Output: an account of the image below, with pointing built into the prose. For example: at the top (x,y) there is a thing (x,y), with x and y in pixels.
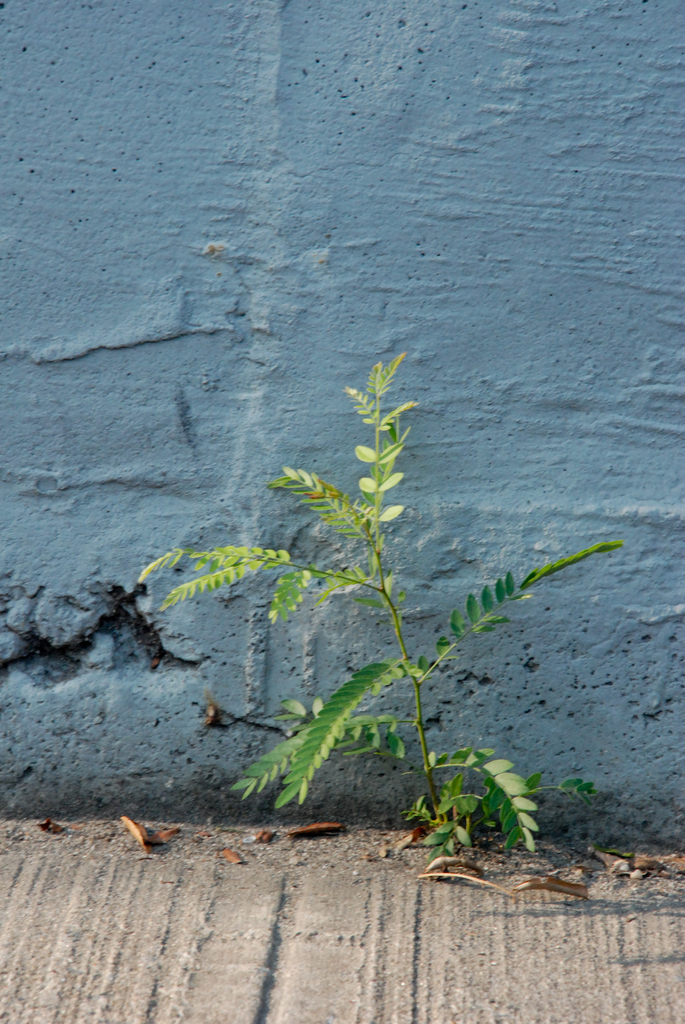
In this image I can see a plant (422,667). There are dried leaves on the ground (126,973) and in the background (459,208) there is a wall (67,802).
